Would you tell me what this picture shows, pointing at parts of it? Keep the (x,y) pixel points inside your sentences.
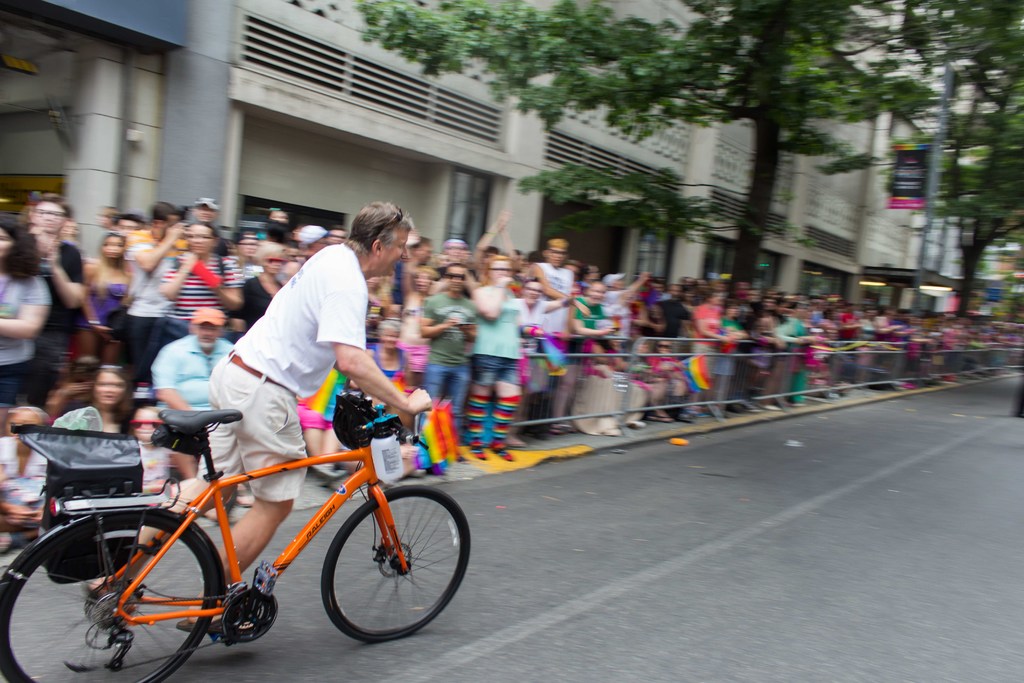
In this image I can see a person (357,356) pushing the bicycle (226,524). To the left of him there are group of people (558,322) standing. In the background (481,162) there is a tree (729,91), board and the building (552,131).
